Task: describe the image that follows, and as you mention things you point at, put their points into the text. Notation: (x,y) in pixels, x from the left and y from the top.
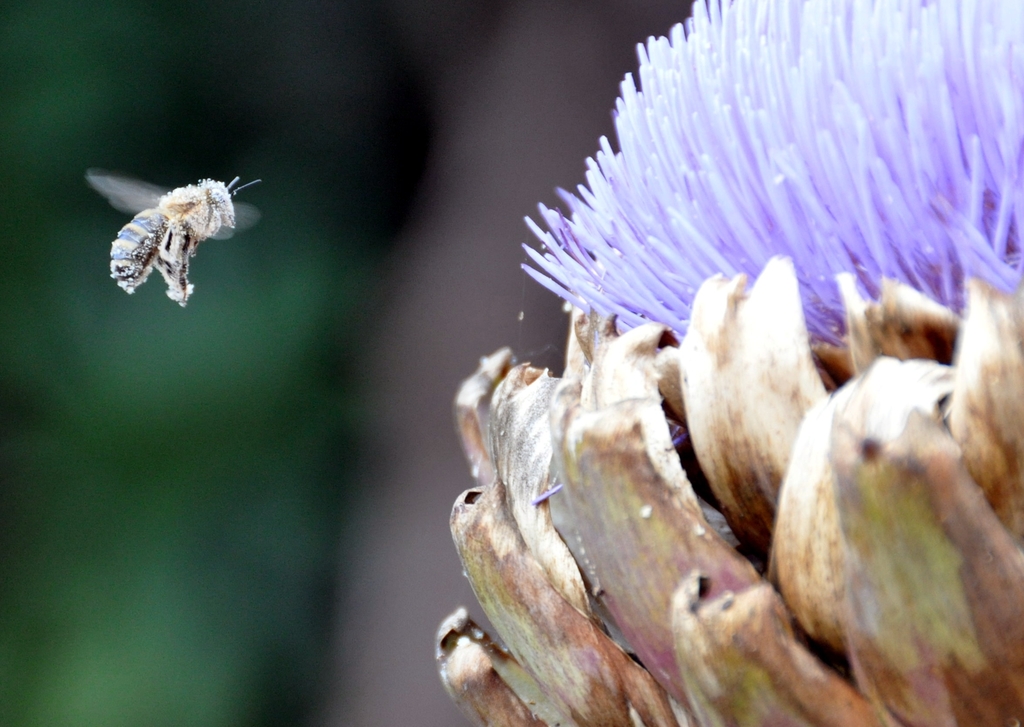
In this image we can see a flower (838,192) and an insect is flying in the air (415,244). There is a blur background (414,259).
